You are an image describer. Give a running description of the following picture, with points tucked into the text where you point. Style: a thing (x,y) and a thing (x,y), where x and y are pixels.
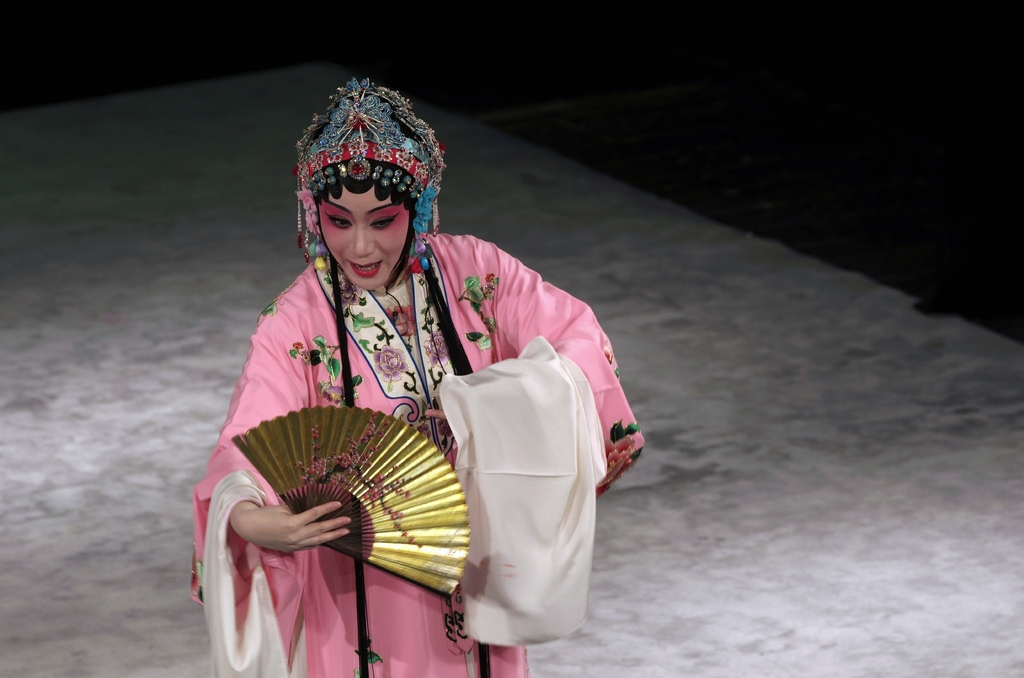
In this image, we can see a person (246,426) wearing clothes (496,399) and holding a fan (392,508) with her hand (283,528). There is a cement floor (154,450) in the middle of the image (669,411).
